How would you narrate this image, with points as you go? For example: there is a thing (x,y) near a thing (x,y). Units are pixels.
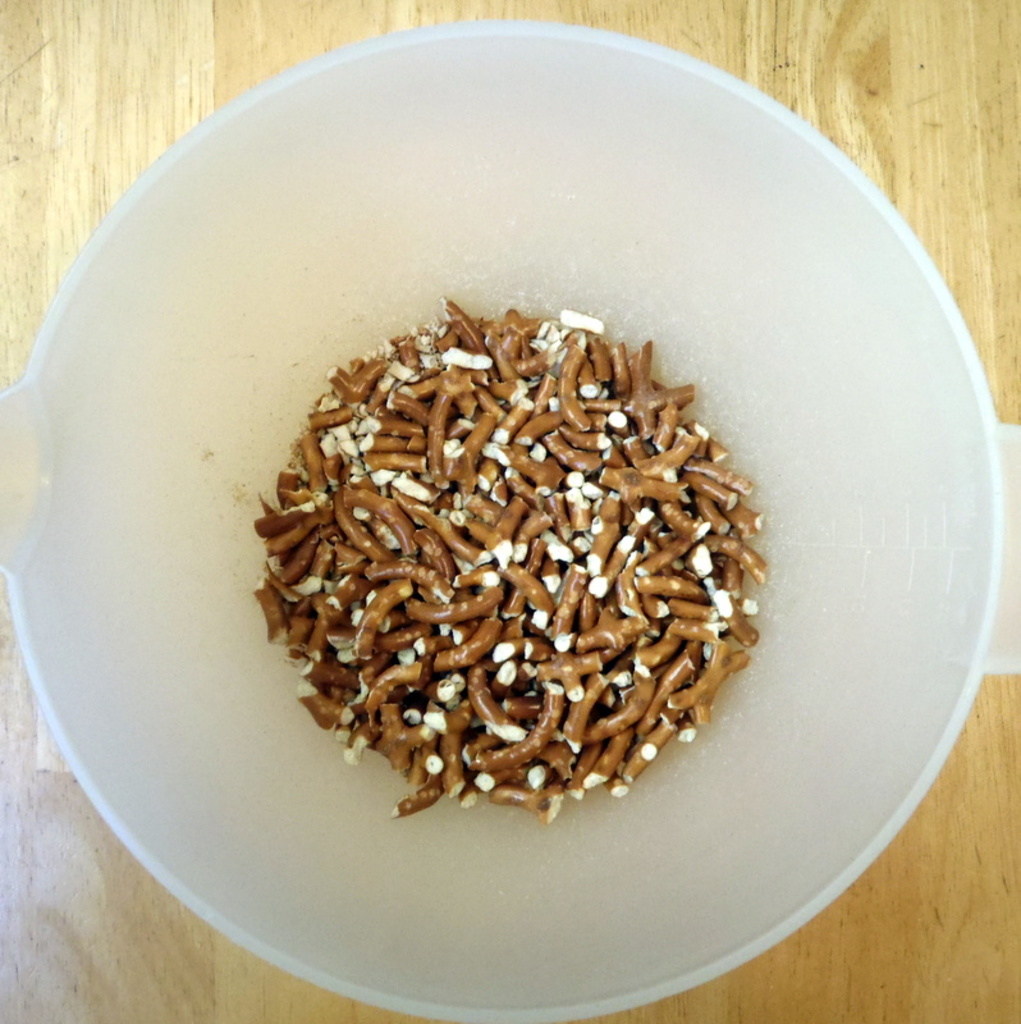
In this image in the center (647,642) there is one bowl (569,834) and in the bowl (742,727) there are some food items (497,502), and in the background (48,300) there is a wooden board (260,962).
